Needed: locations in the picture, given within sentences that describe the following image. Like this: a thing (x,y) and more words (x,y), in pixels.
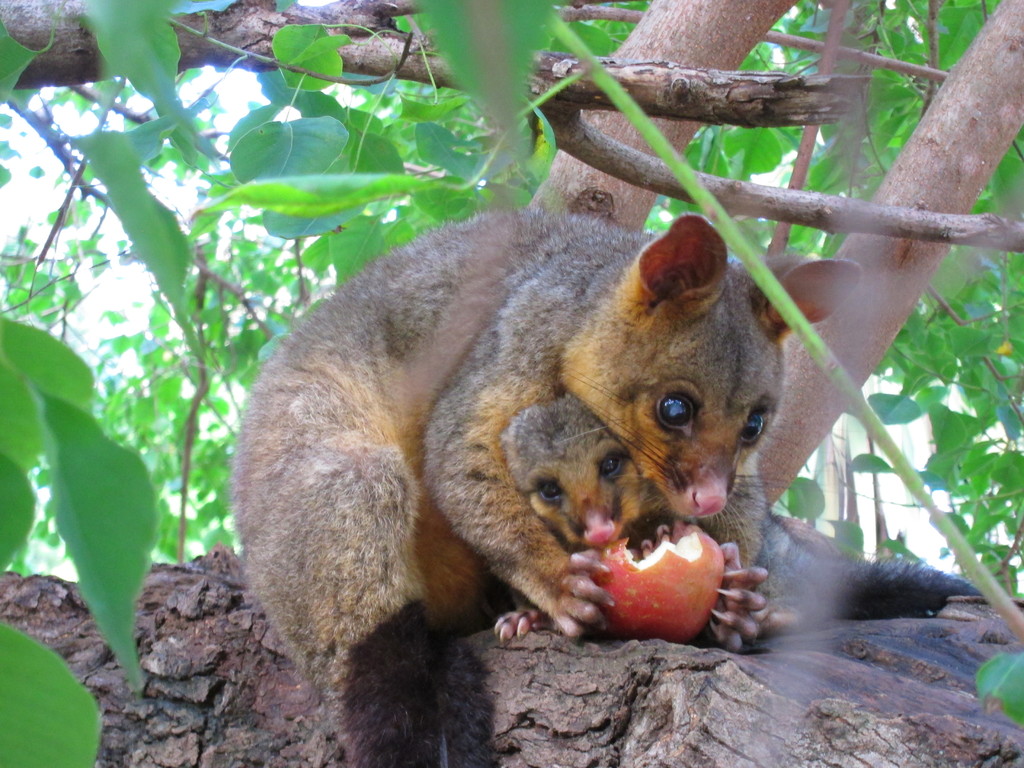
This picture shows a possum (400,584) and a baby possum (619,516) on the tree (743,694). it is holding a fruit (622,614) and we see leaves (304,182). it is a black and brown in color.
